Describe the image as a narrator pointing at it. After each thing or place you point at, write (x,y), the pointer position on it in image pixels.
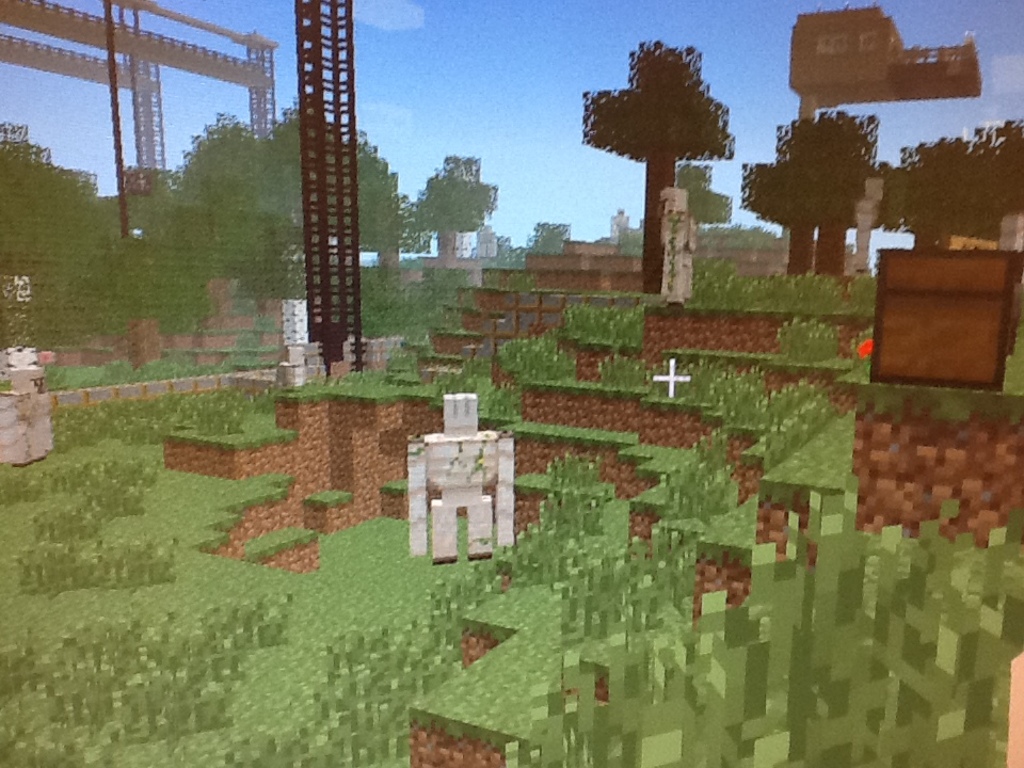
This is an animated image we can see trusses (326,107), trees (630,94), grass (610,527), object (453,503) and the sky (477,144).
